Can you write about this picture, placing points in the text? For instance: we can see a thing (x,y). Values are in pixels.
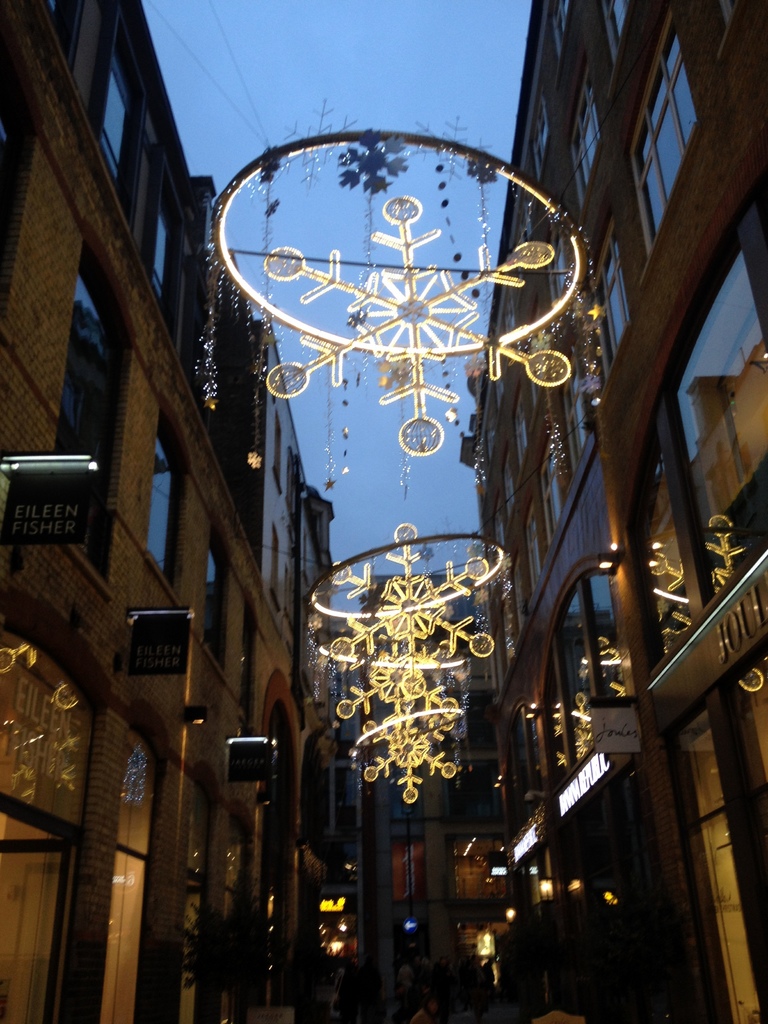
Here we can see decorative lights (444,709) in the middle (474,535) and on the left (166,344) and right side (711,714) we can see buildings (248,503), windows (30,990), small boards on the wall (197,693), lights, hoardings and other objects (228,993). In the background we can see the sky (388,229).
